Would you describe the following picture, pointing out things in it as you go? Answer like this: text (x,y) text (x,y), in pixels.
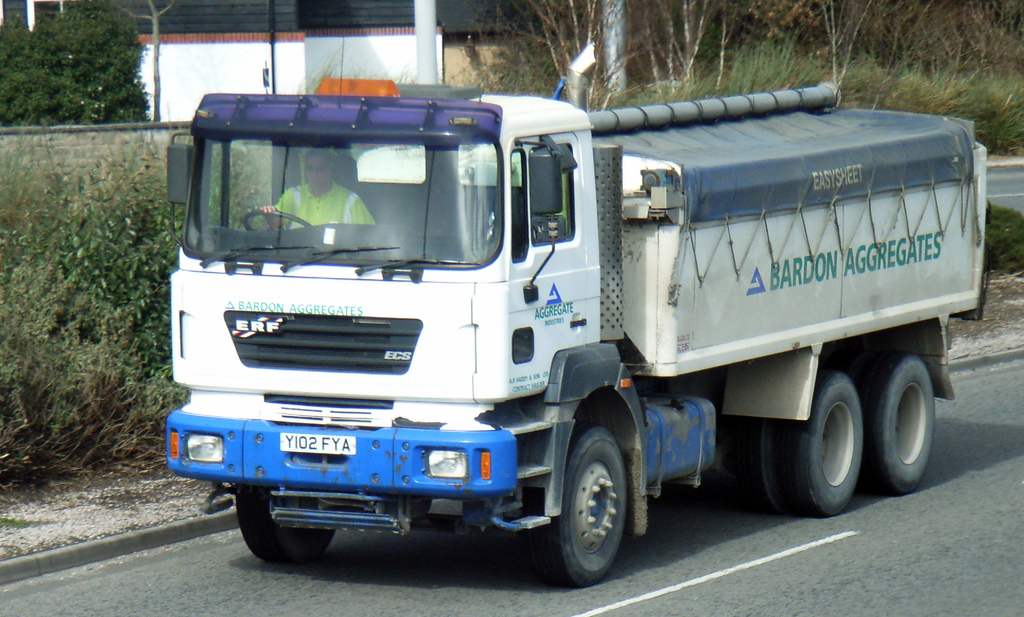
In this image, I can see a person (318,209) sitting in a truck (413,267), which is on the road (667,596). In the background (102,262) there are trees (807,39), poles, a wall (170,140) and a building (365,49).
